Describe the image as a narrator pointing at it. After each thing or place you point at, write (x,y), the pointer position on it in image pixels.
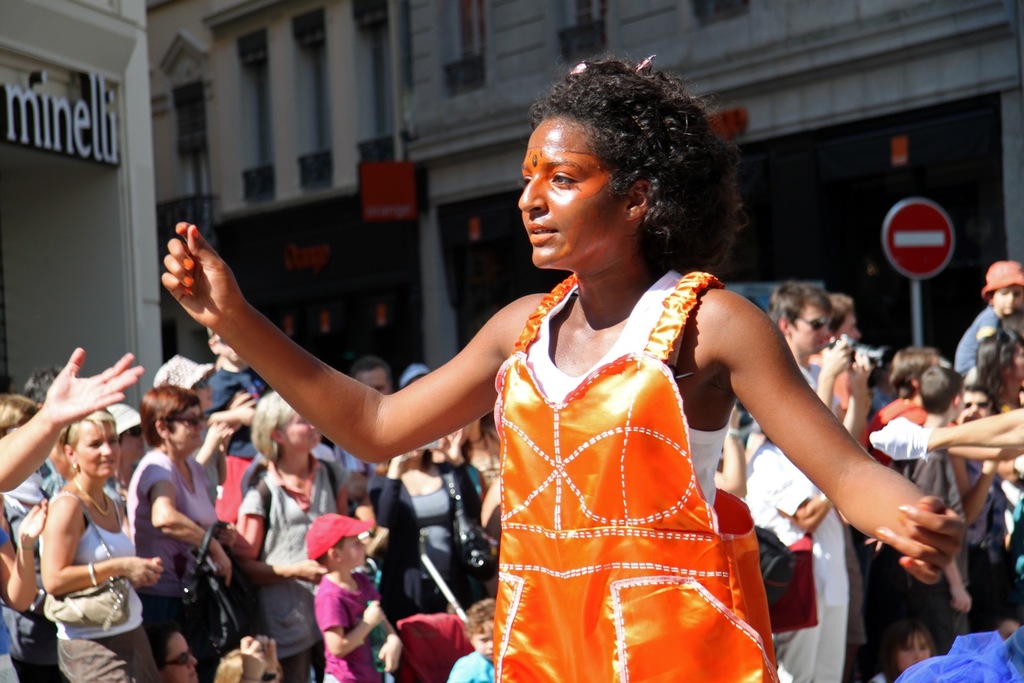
In this image I can see the group of people (517,511) with different color dresses (395,573). I can see few people (331,539) with hats (345,513) and caps (327,521). I can also see few people (298,586) holding the bags (209,587). In the background (199,153) there is a sign board (916,273) and the building (969,247).
